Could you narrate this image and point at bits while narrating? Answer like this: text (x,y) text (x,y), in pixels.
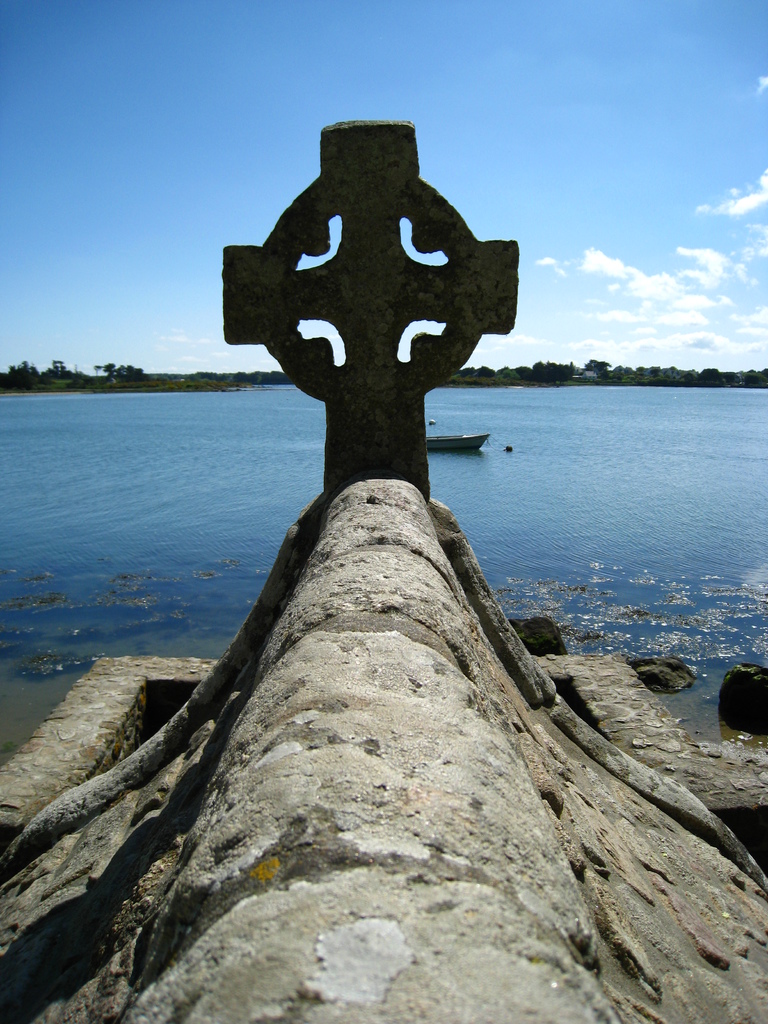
In this picture we can see a cross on the top of the building (412,845) and also we can see small wall (621,715) near to the river (762,584) and there is a boat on the river (533,585) and in the background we can see trees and the sky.
